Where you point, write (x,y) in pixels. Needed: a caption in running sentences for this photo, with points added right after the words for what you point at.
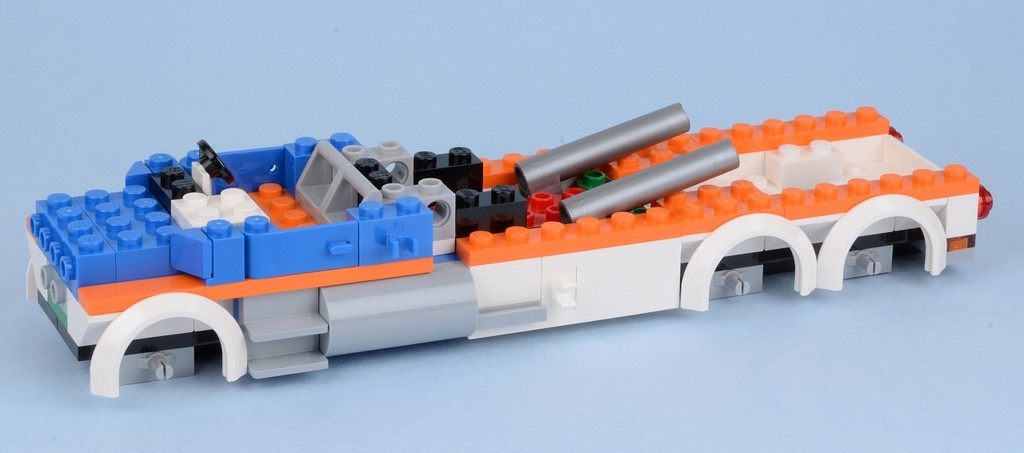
In the middle of the image (534,218) we can see a toy (524,190), and it is made with blocks (403,258).
